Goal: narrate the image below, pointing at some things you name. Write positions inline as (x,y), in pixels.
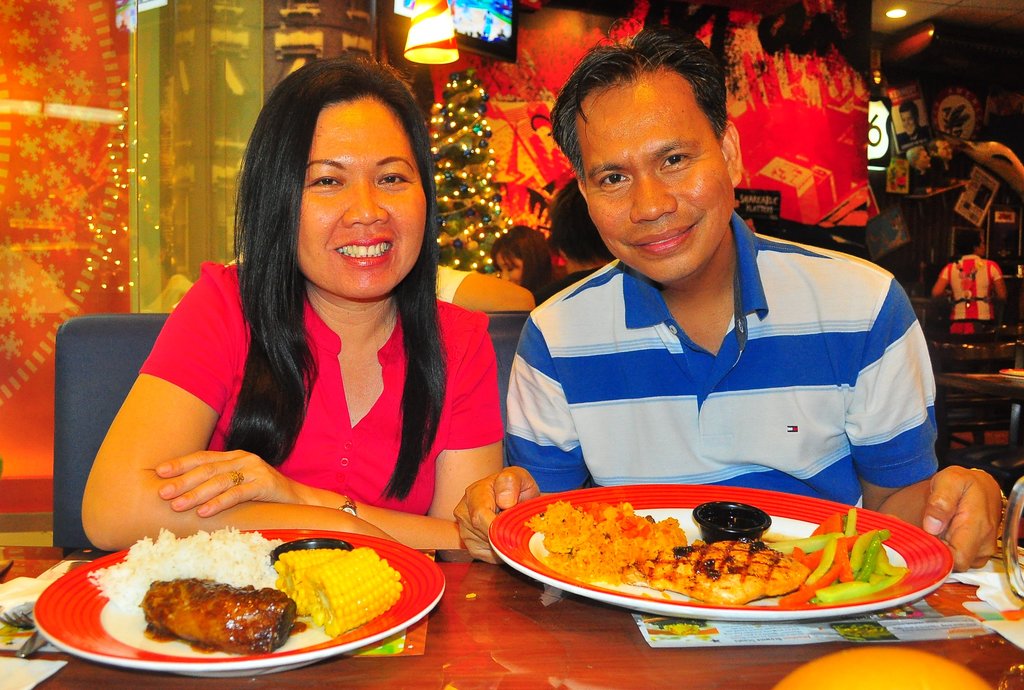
In this image we can see people (369,325) sitting. At the bottom (321,673) there is a table (422,673) and we can see plates (794,525) containing food (193,609) and forks (25,609) placed on the table (717,670). In the background (979,316) there is a person (991,310) standing. We can see a decor (463,148). At the top (411,46) there are lights (426,39).
